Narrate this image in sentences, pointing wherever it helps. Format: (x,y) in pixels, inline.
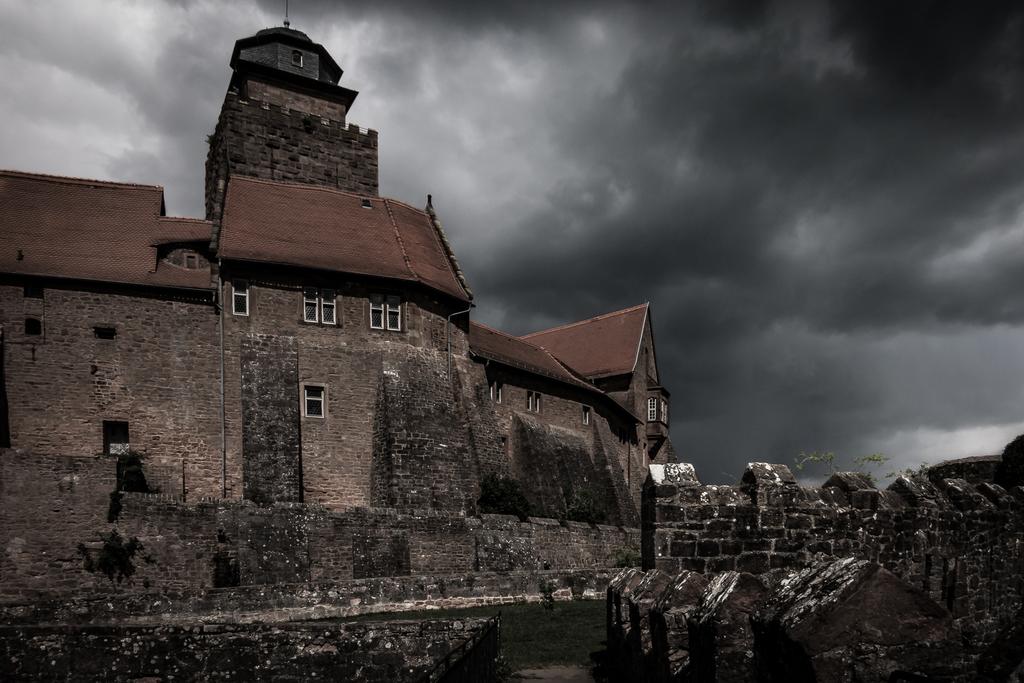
At the bottom (620,619) we can see the walls (414,597). In the background (530,239) there are buildings (301,342), windows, roofs (99,267), plant (863,474) on the right side (1002,471) and clouds (513,145) in the sky (234,29).
